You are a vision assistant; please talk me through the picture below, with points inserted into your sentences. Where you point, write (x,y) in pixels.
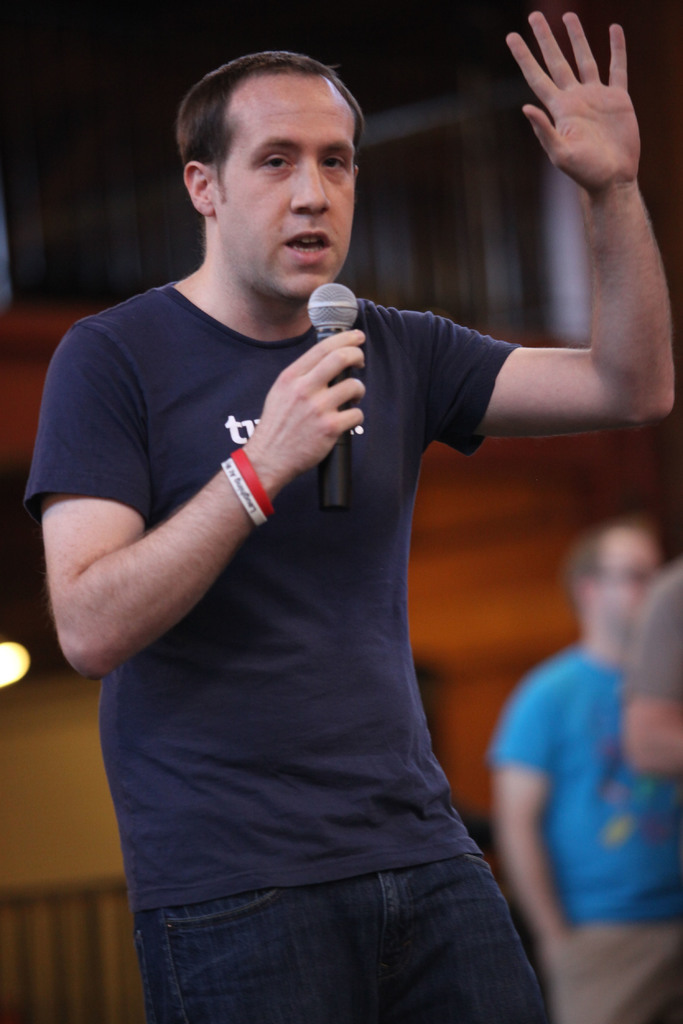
In the center of the image (322,488) a man (322,453) is standing and holding a mic (350,369) in his hand (327,423). On the right side of the image (619,729) two persons (619,729) are standing.
